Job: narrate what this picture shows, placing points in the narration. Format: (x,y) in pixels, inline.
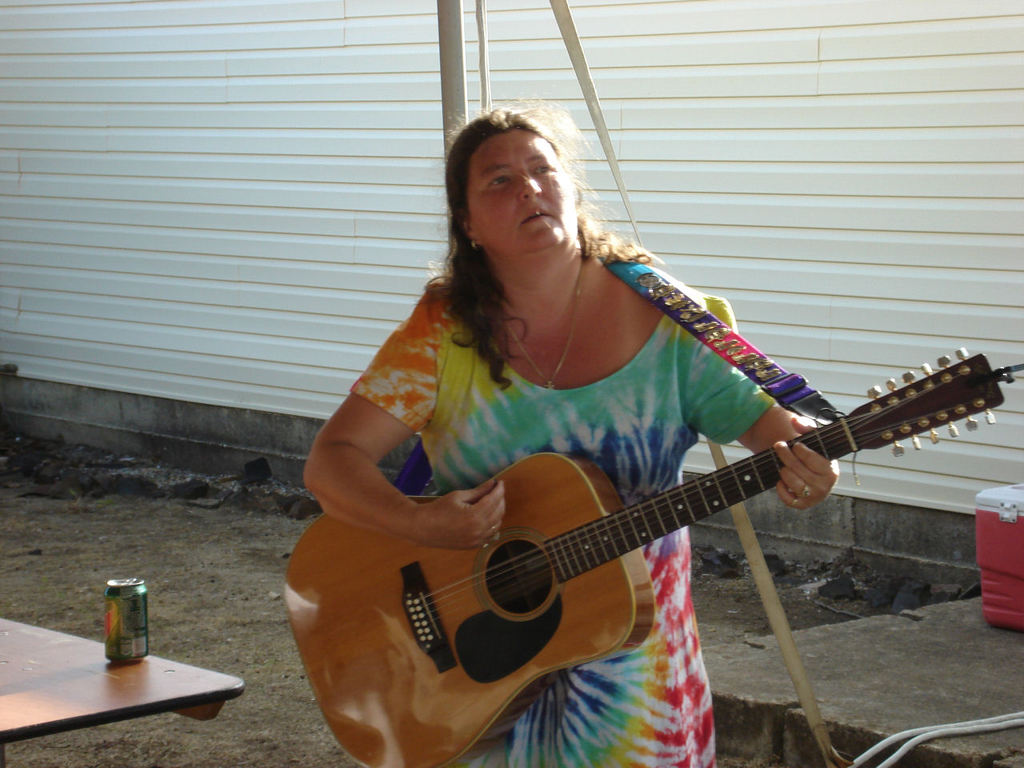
In this picture we can see woman (597,251) holding guitar (498,545) in her hand (792,474) and playing it and beside to her there is table (13,691) and on table (7,706) we can see tin (140,647) and on right side (975,504) we can see some box (994,565) on floor (793,608) and at back of her there is wall (693,93).
